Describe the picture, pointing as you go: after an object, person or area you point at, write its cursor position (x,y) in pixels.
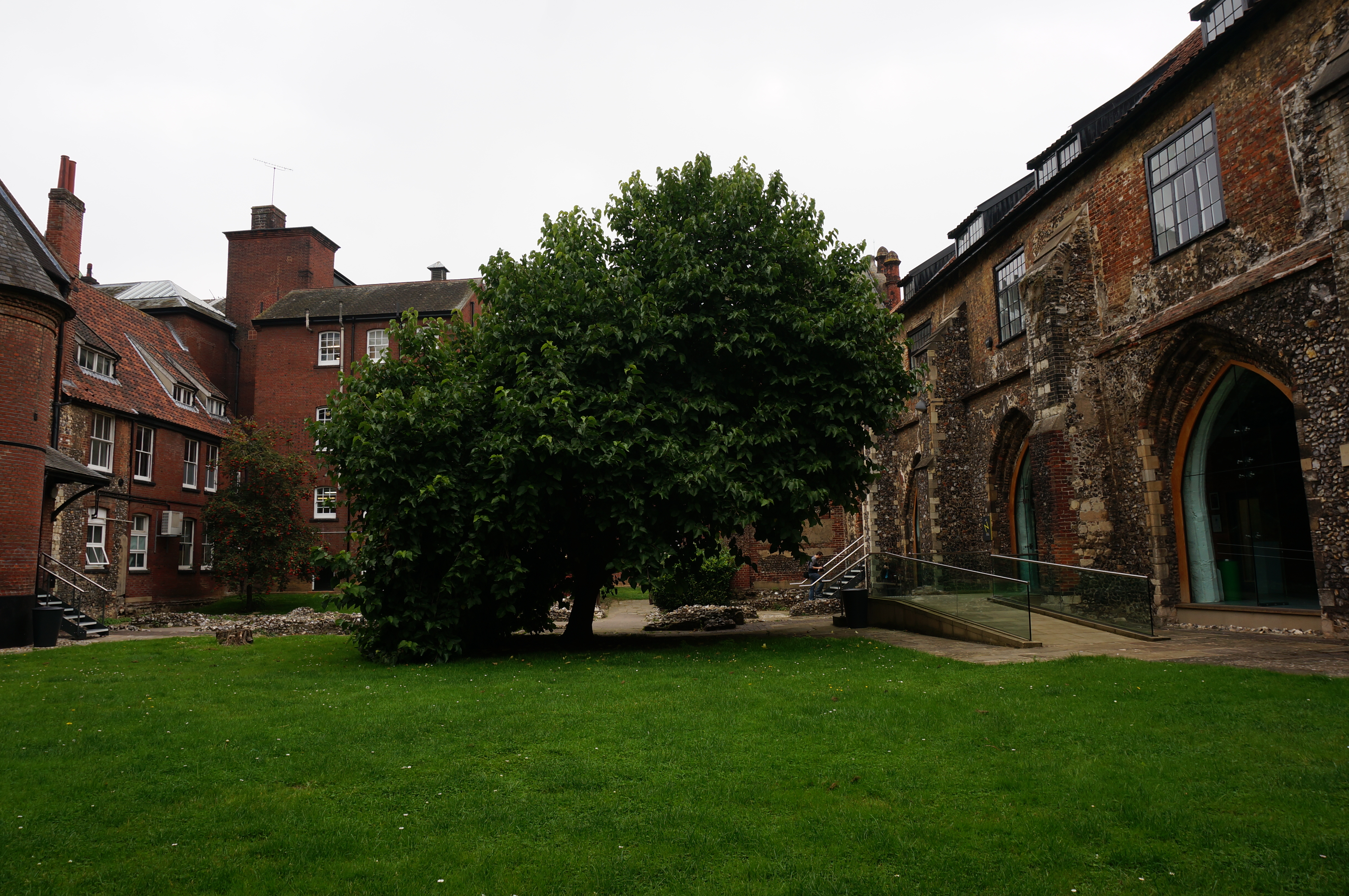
This is an outside view. On the ground (406,755), I can see the grass (478,666). In the middle of the image (541,437) there is a tree (558,486). In the background (6,438) there are some buildings (1045,357). At the top of the image (369,115) I can see the sky (641,82).
